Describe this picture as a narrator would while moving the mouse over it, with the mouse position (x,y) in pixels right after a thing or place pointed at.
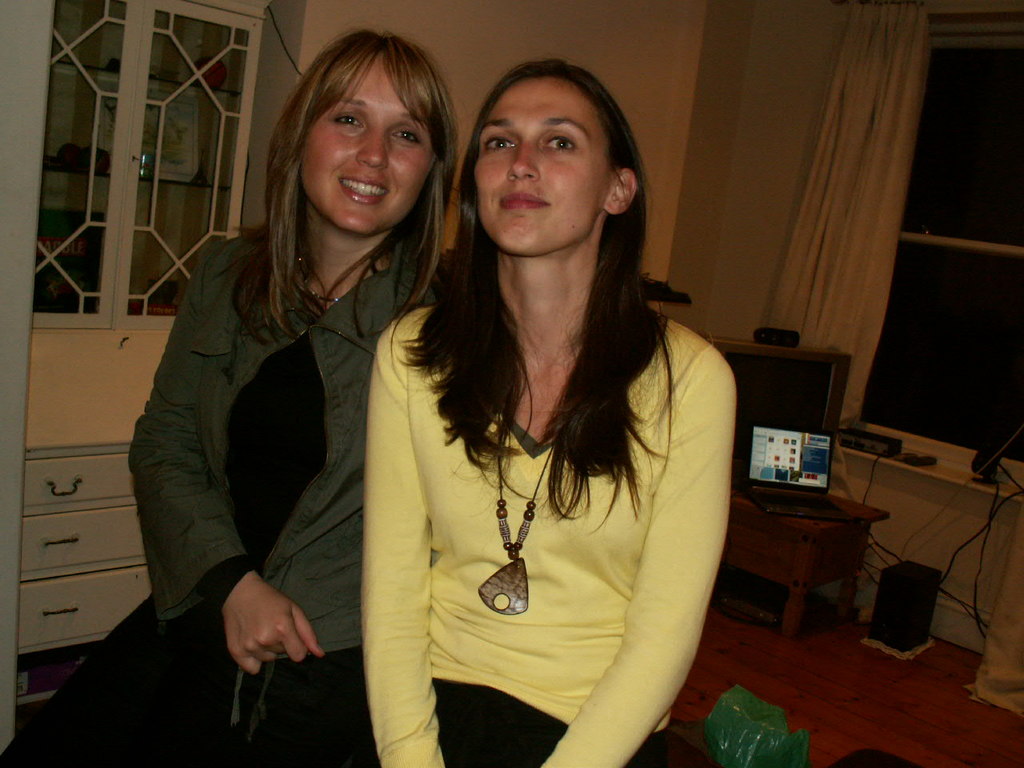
In this picture we can see two woman (480,435) sitting and smiling and in background (676,75) we can see wall (803,84), curtains (851,225), frame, wires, speakers (907,620), monitor (798,378), window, racks (143,289).
